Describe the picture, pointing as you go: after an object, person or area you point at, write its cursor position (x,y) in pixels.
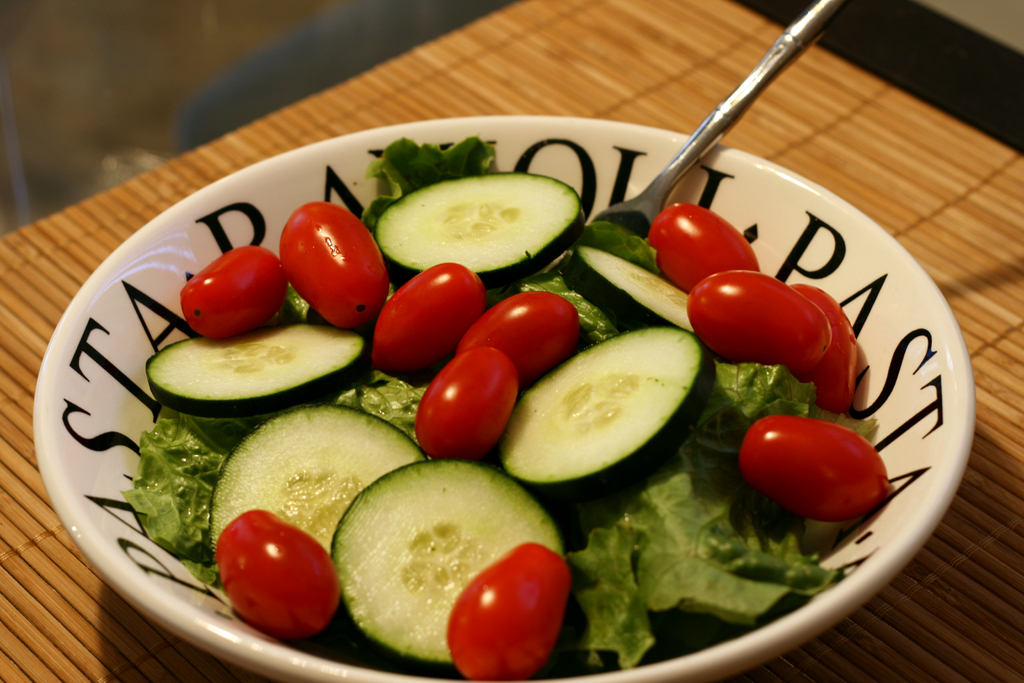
This image consists of a bowl (375,467). In which we can see the slices of cucumber (383,453) and tomatoes (713,297) along with a fork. At the bottom (871,599), there is a table (921,240). And we can see a table mat (934,218).
